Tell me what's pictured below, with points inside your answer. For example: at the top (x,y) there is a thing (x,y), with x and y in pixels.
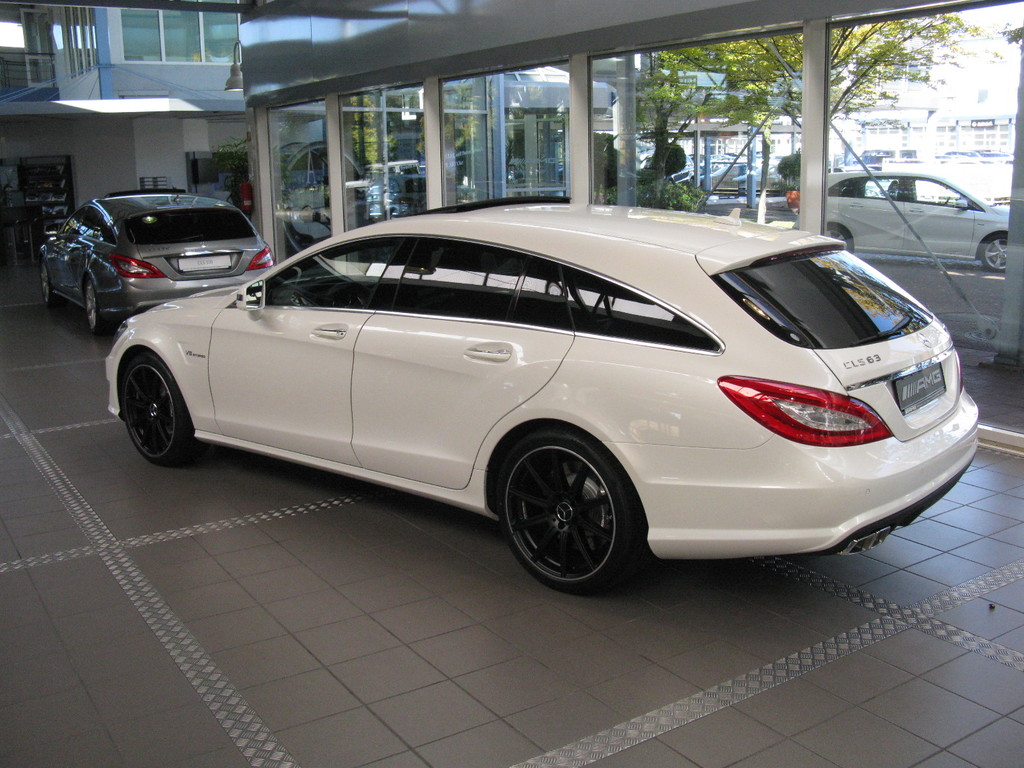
In this picture we can observe two cars (163,327) in the showroom (79,454) which are in white and grey color. We can observe glass doors (671,148). In the background (853,201) there is another car (879,227) which is in white color. We can observe some trees (748,86).
